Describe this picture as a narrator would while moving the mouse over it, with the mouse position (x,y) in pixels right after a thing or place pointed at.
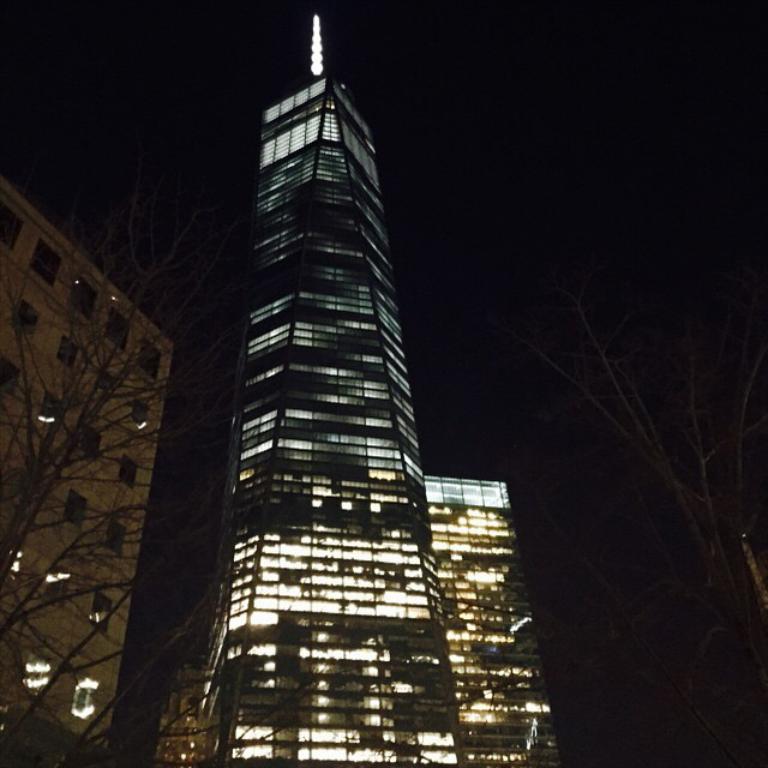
In this image I can see there are trees (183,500) on either side of this image, in the middle (466,488) there are buildings (337,439) with lights (406,449), at the top (589,132) there is the sky (445,169).
